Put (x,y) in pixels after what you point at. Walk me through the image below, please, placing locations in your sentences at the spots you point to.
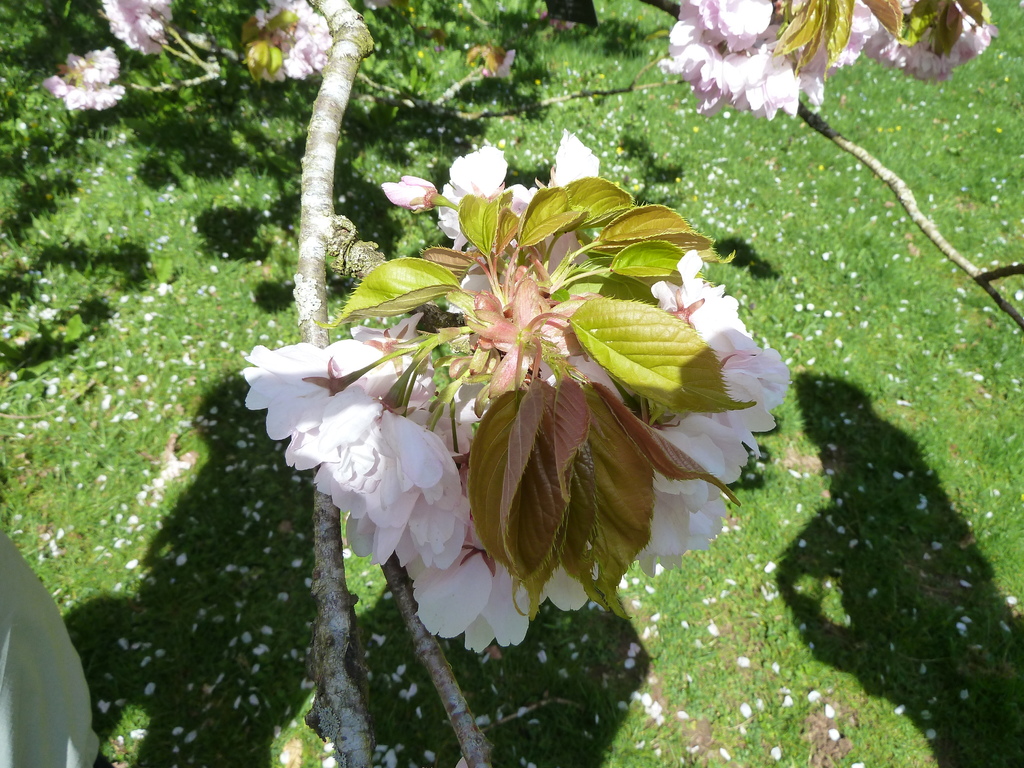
In the image we can see there are flowers (717,307) on the tree (790,9) and there are flower petals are on the ground (1009,464). The ground (196,406) is covered with grass (219,413).
